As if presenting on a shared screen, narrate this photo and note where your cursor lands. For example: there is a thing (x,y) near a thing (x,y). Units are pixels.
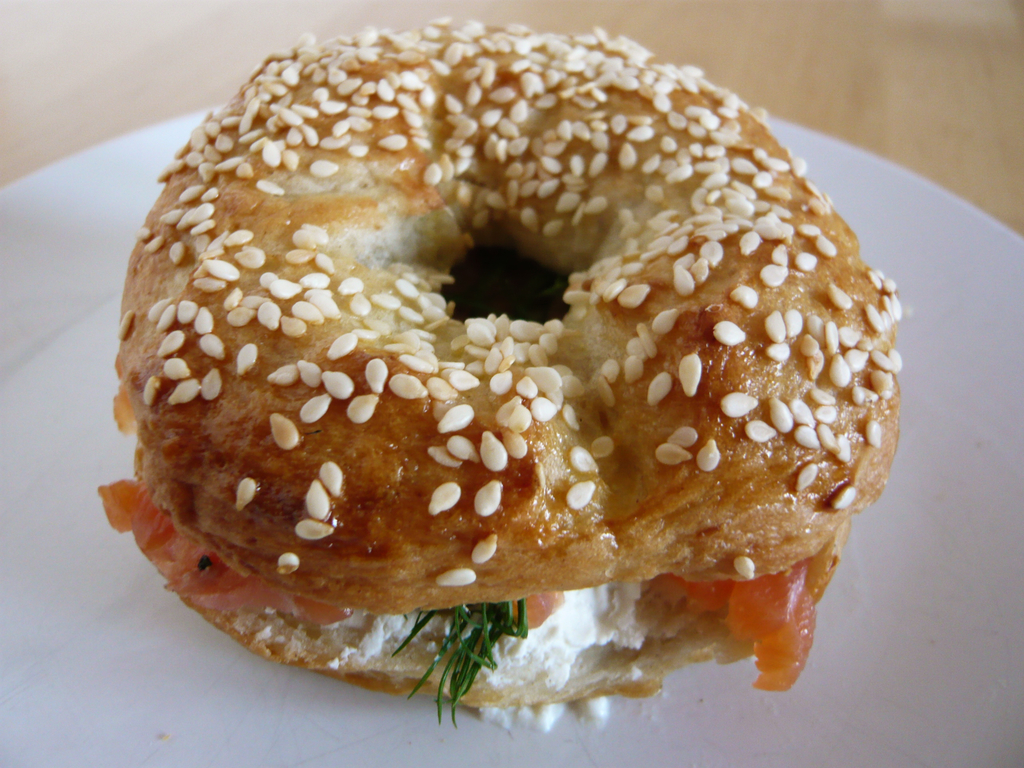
In this picture we can see food (236,499) in the plate (18,288) and the plate (97,310) is on the wooden surface (770,70).
